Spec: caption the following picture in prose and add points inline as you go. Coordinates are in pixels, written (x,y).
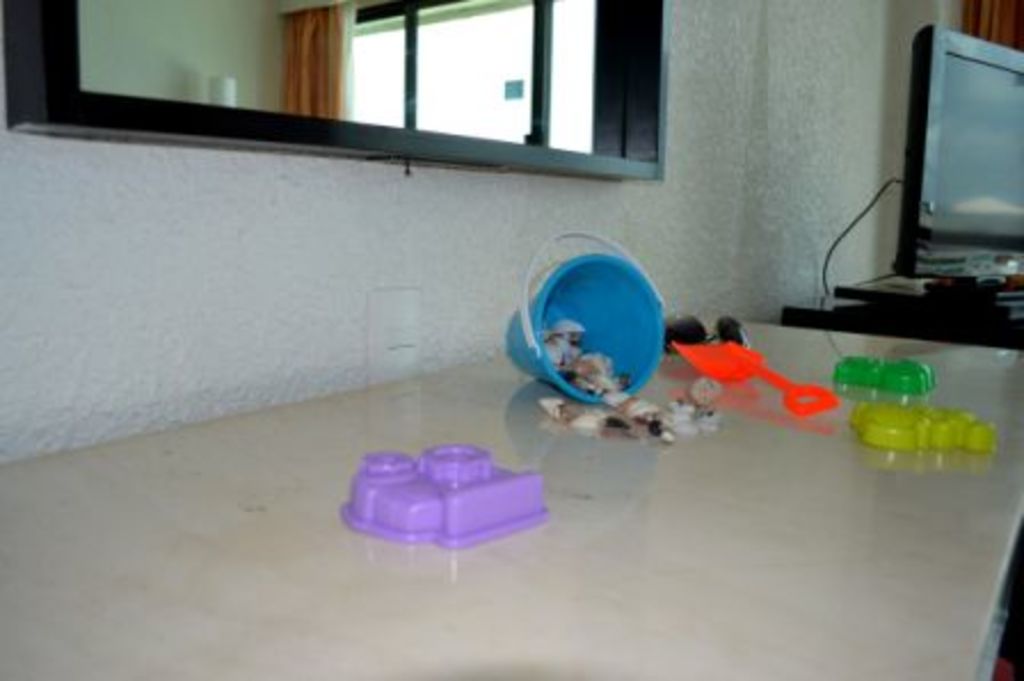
In the picture we can see a table (350,426) and some toys (653,304) placed on table (44,663), beside the table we can see a television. In the background (671,297) we can see a wall (289,261), window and a curtain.
